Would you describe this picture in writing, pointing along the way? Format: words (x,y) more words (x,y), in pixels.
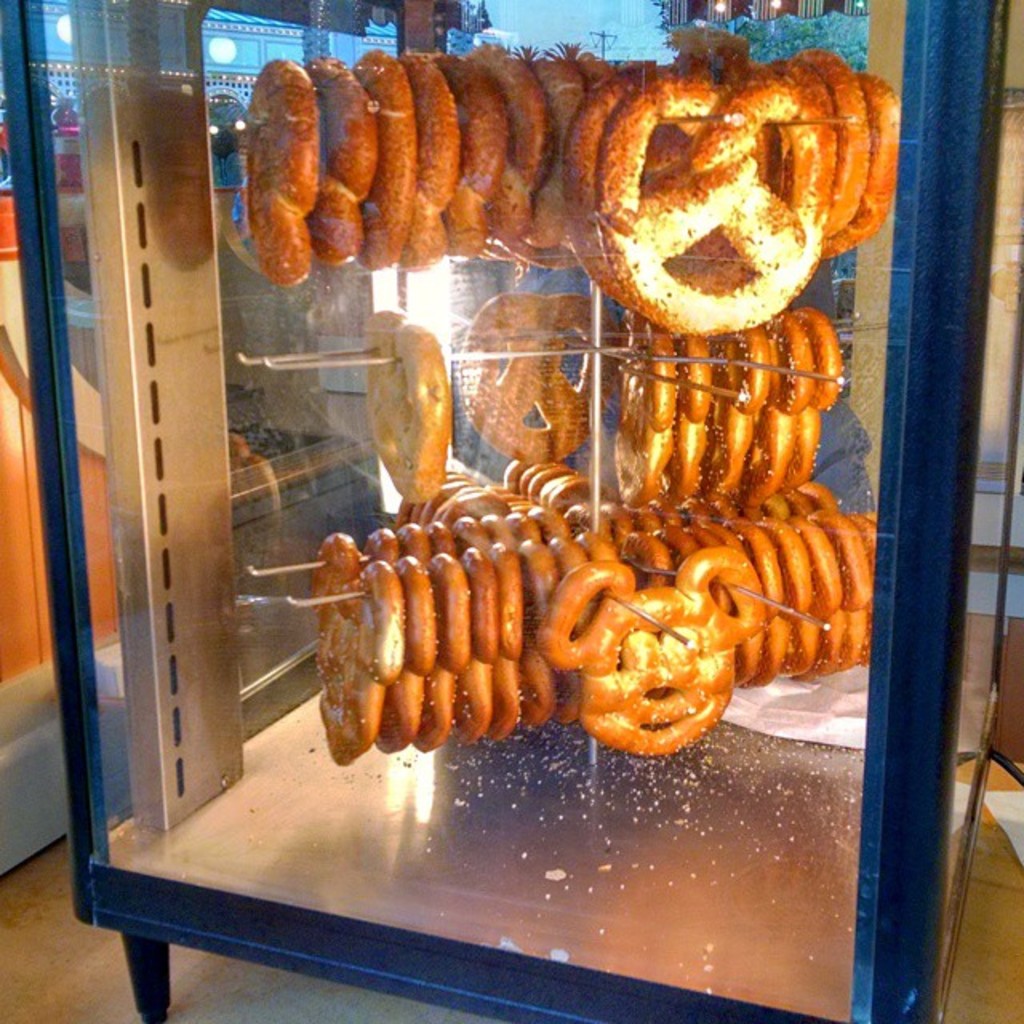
This image is taken indoors. At the bottom of the image (82,989) there is a floor (61,907). In the background (15,243) there is a wall (8,549). In the middle of the image (667,553) there are a few food items (658,566) in the box (616,895).
